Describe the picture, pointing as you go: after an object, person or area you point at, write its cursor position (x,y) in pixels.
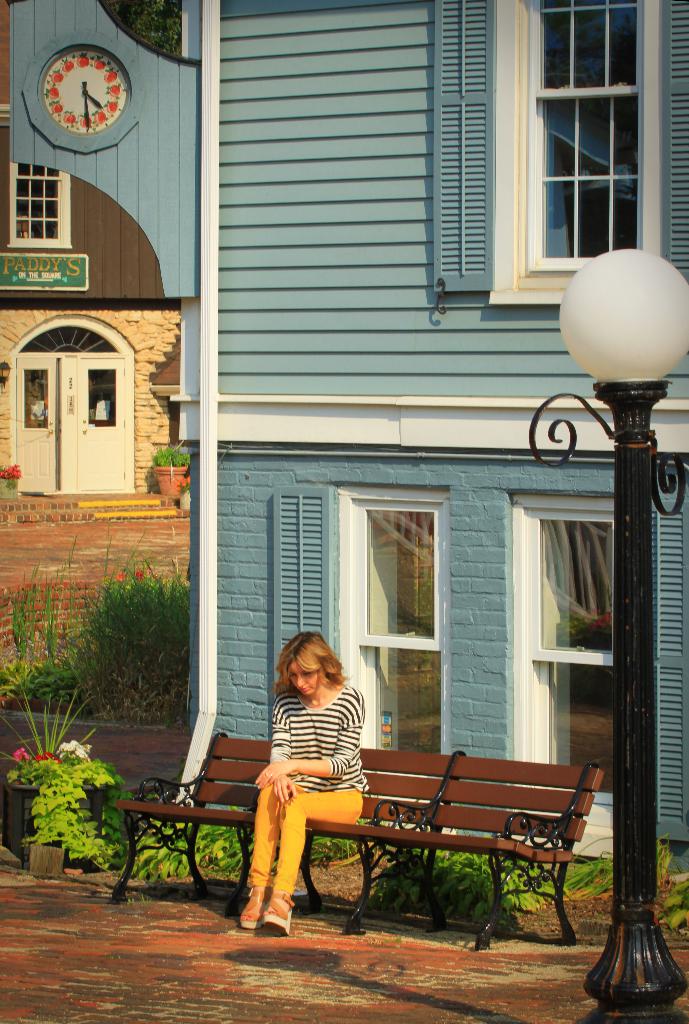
In this image, we can see a woman (344,800) sitting on a bench (457,813), there is a black color pole (635,918) with a light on the right side (638,544). We can see the buildings (599,426) and there are some windows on the buildings (665,717). We can see some plants (64,794).
